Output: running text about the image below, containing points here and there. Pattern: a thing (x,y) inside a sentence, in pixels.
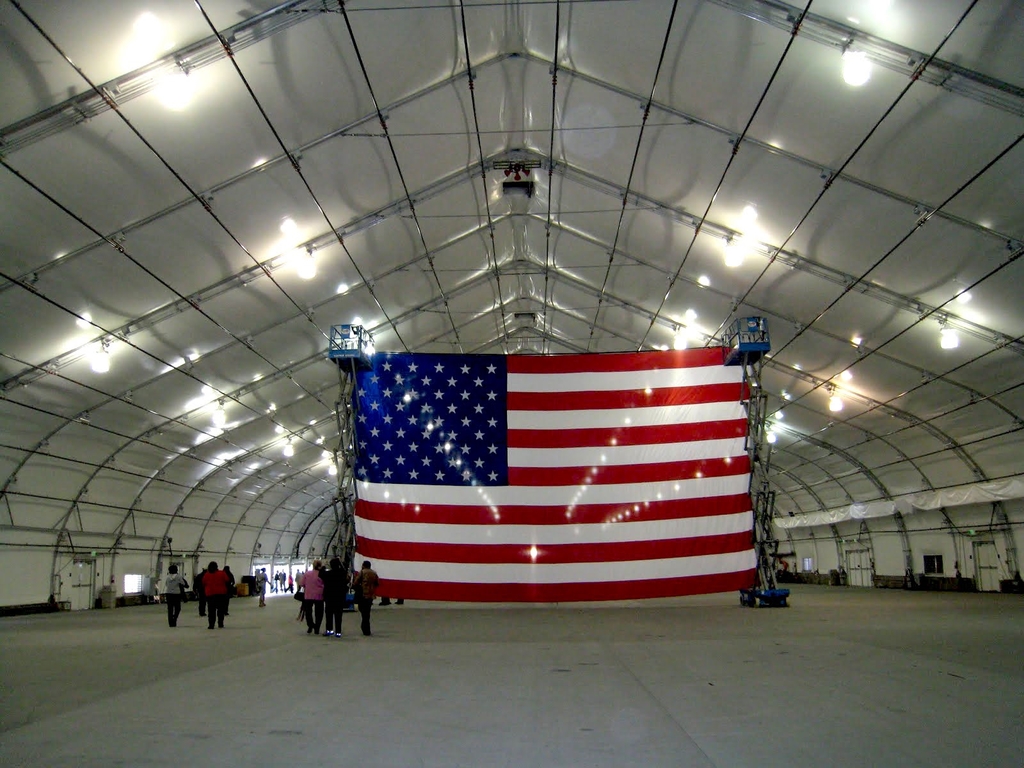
In this image we can see a few people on the floor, in the center of the picture (661,450) there is a flag (696,434), at the top of the roof (578,274), we can see some rods (794,268), poles (757,253) and lights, there are some doors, windows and other objects (733,352).
